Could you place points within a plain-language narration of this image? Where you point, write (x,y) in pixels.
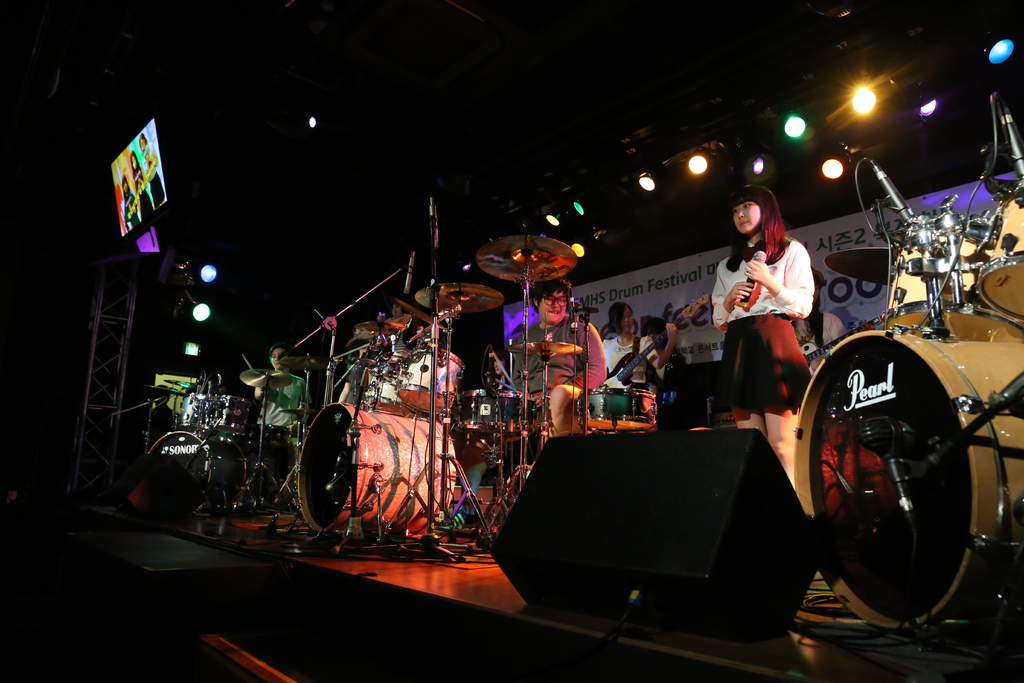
This picture describes about group of people (632,340) and few people (625,318) playing musical instruments (372,368), on the right side of the image (737,309) we can see a woman (752,309), she is holding a microphone (760,252), in front of her we can find a speaker (729,446) and musical instruments (879,347), in the background (711,277) we can see few lights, metal rods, hoarding (859,234) and a screen (128,162).
